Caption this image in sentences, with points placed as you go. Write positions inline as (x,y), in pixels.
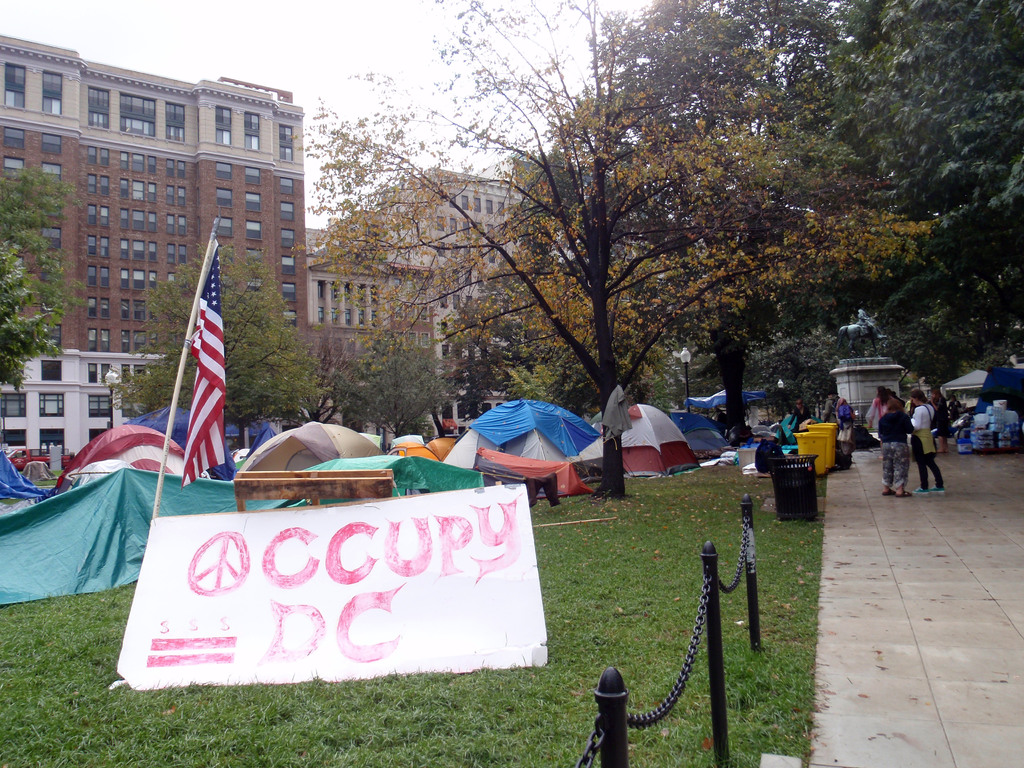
In this image there are tents (422,437) on the grassland (435,681) having a board (293,596). There is a flag (211,374) attached to the pole (178,376). Bottom of the image (718,669) there is a fence (718,658) on the grassland (763,498) having dustbins (791,496). Right side (901,444) there are people (942,443) standing on the path (946,572) having objects (982,444). There are street lights (780,399) on the grassland (664,494). Background (756,333) there are trees (576,297) and buildings (66,367). Top of the image (366,33) there is sky (316,39).
